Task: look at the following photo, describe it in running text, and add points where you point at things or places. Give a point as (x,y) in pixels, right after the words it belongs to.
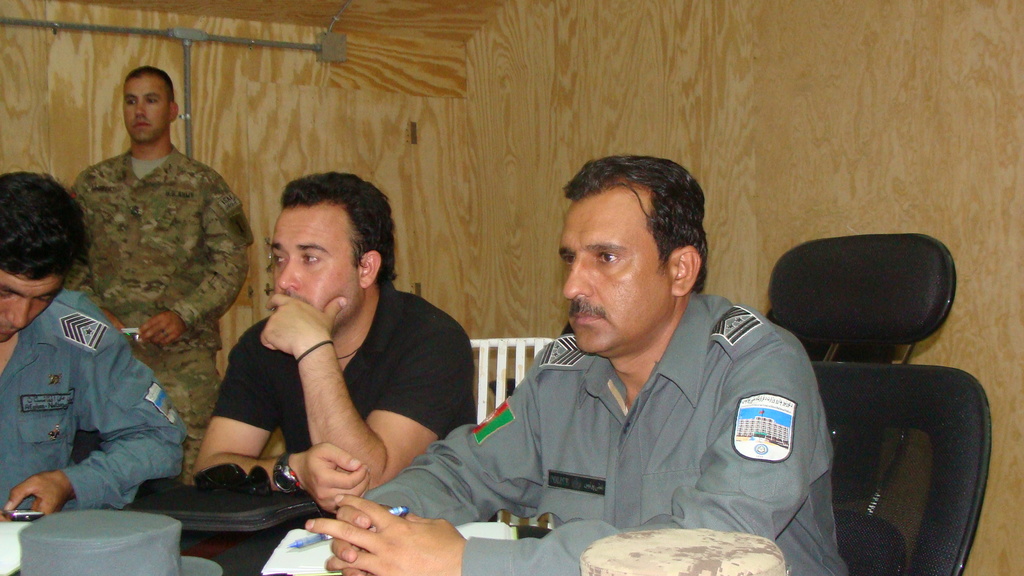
In the foreground of this image (469,450), there are three men (469,408) sitting on the chairs (868,452) near table (233,555) on which, there are books (20,565), hats (179,558), spectacles (264,481) and an object (235,520). A man (331,533) is holding a pen (316,535) and another man (52,507) is holding a mobile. In the background (126,212), there is a man (143,296) standing and holding a camera (136,334) and the wooden wall (481,132).
